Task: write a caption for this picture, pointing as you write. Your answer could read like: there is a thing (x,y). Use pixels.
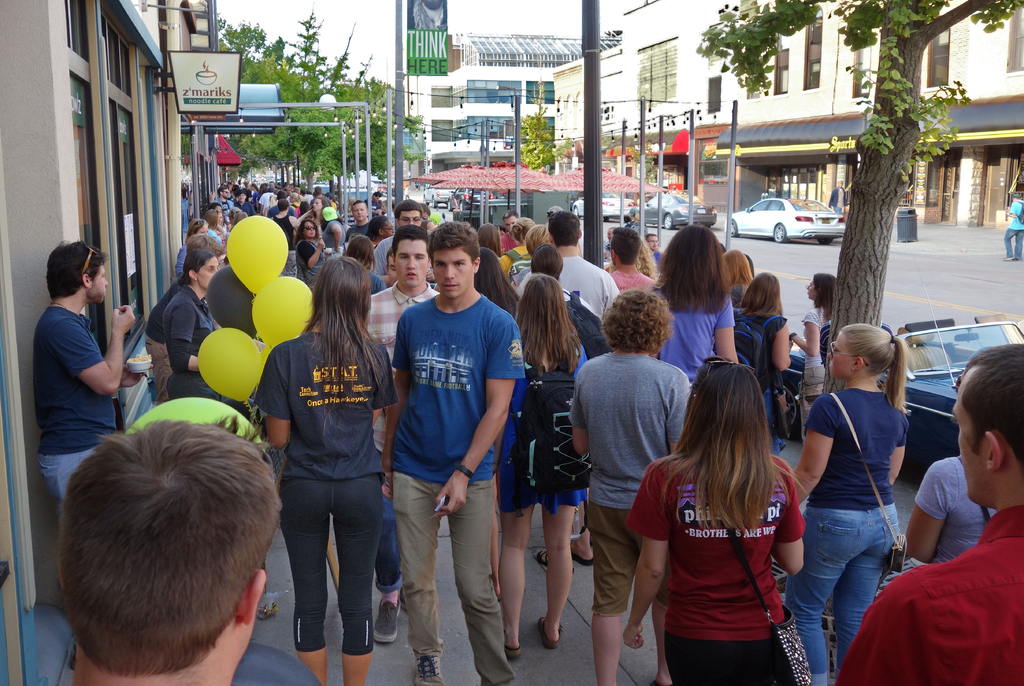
In this image I can see, in the middle (364,436) a woman (365,417) is standing by holding the balloons (277,317). Beside her a man (441,378) is walking, he wore blue color t-shirt (465,436), many people (426,436) are walking on the foot path (539,518). On the right side (901,36) there is a tree (909,136). In the middle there are cars (789,212) and buildings (746,176).
